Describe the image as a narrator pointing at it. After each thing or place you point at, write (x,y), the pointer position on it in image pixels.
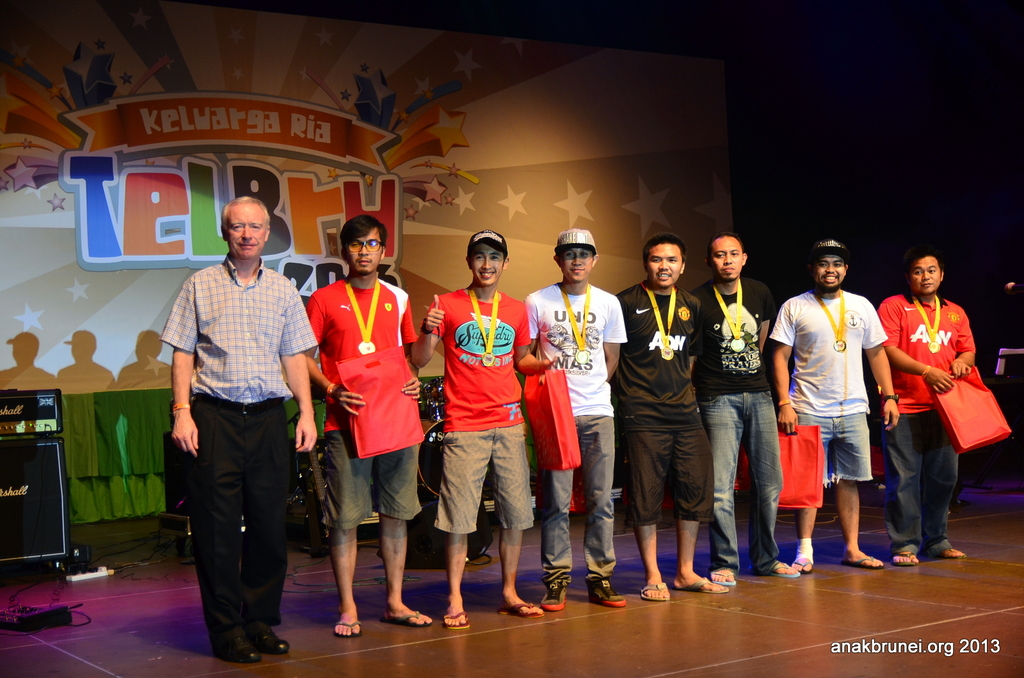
In this picture there are people (814,391) those who are standing in the center of the image (475,345), by holding carry bags (559,367) in their hands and there is a posters (674,103) in the background area of the image (166,184) and there are wires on the stage (745,532) and there is a box (21,413) on the left side of the image (24,425).
